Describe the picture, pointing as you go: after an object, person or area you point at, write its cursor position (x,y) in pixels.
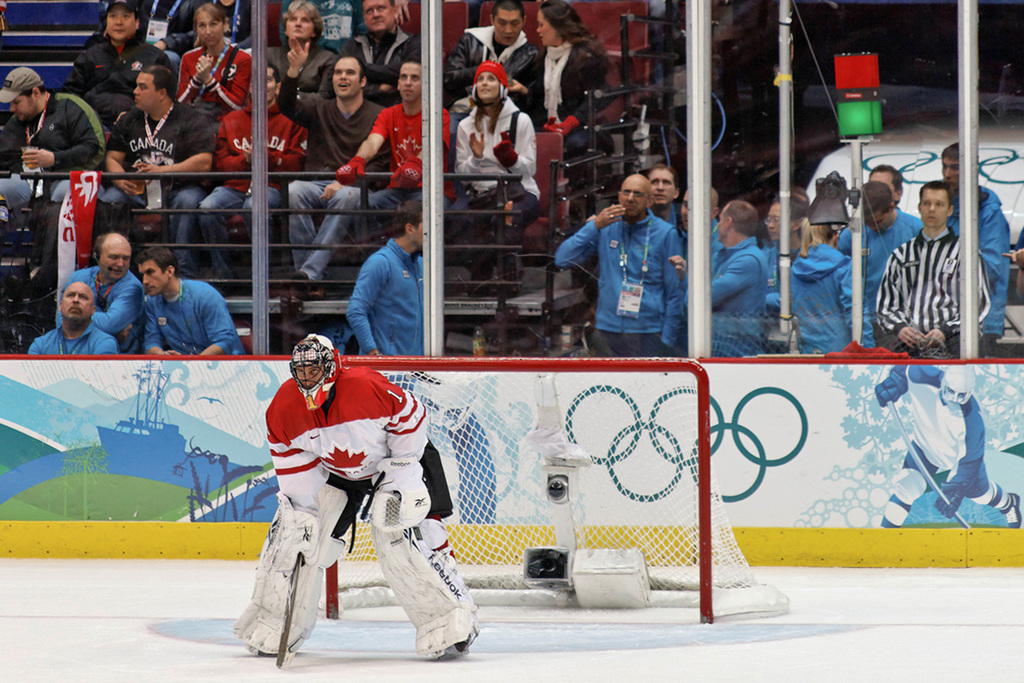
Here in this picture we can see a person (414,486) standing on the ice floor (372,613) and we can see he is wearing skates (456,656), pads (405,551), gloves (290,543) and helmet (319,392) and behind him we can see a goal post (476,452) with net (540,463) on it and behind that we can see number of people (388,25) sitting and standing in the stands (241,316) and we can see a glass wall (241,303) present in the front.
